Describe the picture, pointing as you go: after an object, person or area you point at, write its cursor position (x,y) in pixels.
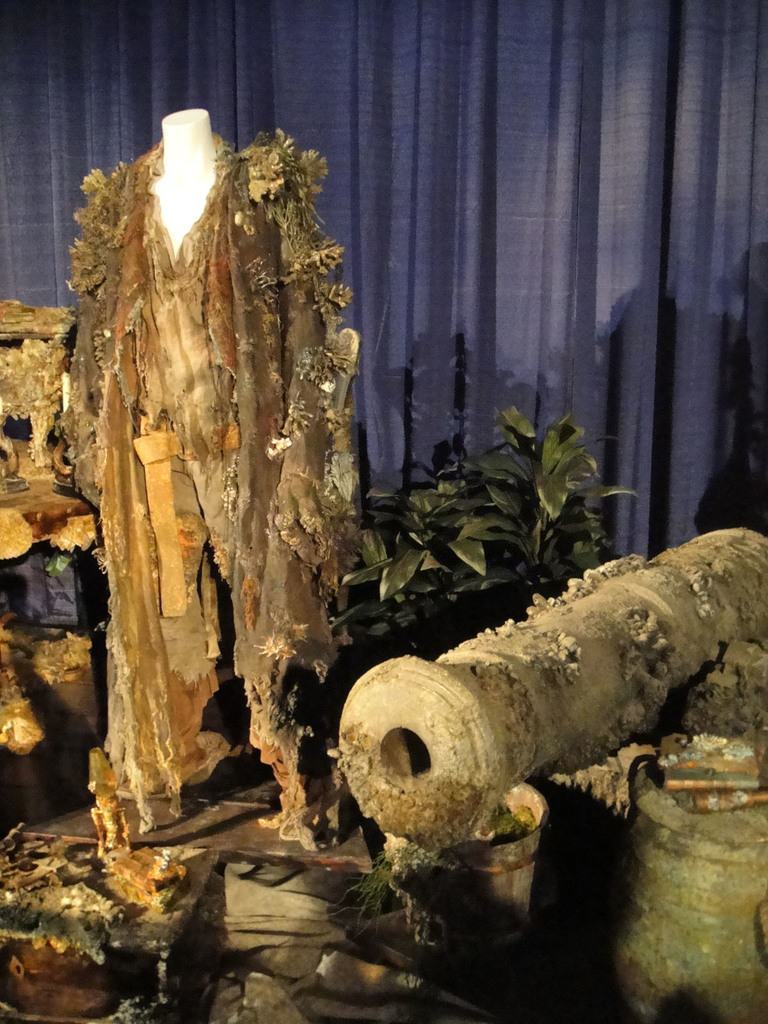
In this picture we can see mannequin (349,545), plants (383,538), curtains (598,483) and some other things (441,667).
